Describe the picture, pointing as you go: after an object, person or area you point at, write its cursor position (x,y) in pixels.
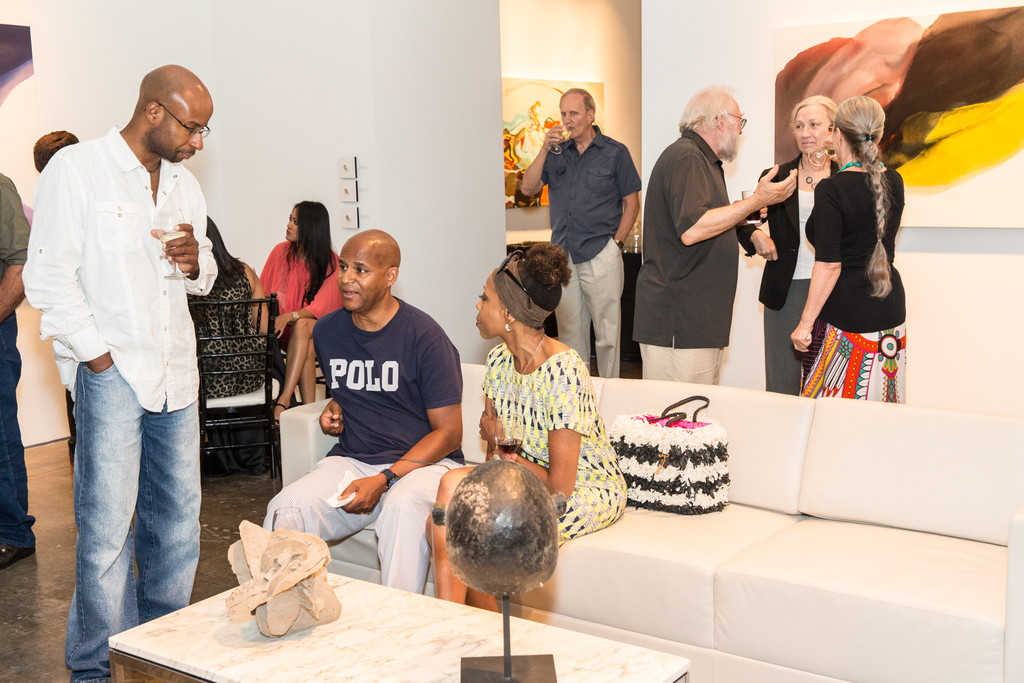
In this image there are a few people (596,432) sitting in chairs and sofa (477,381) around them there are a few people (61,244) standing with glass of drinks (760,216) in their hands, around them on the walls (611,115) there are photo frames (15,82), in front of the sofa (357,569) there is a table (199,639) with some objects (285,621) on it.
